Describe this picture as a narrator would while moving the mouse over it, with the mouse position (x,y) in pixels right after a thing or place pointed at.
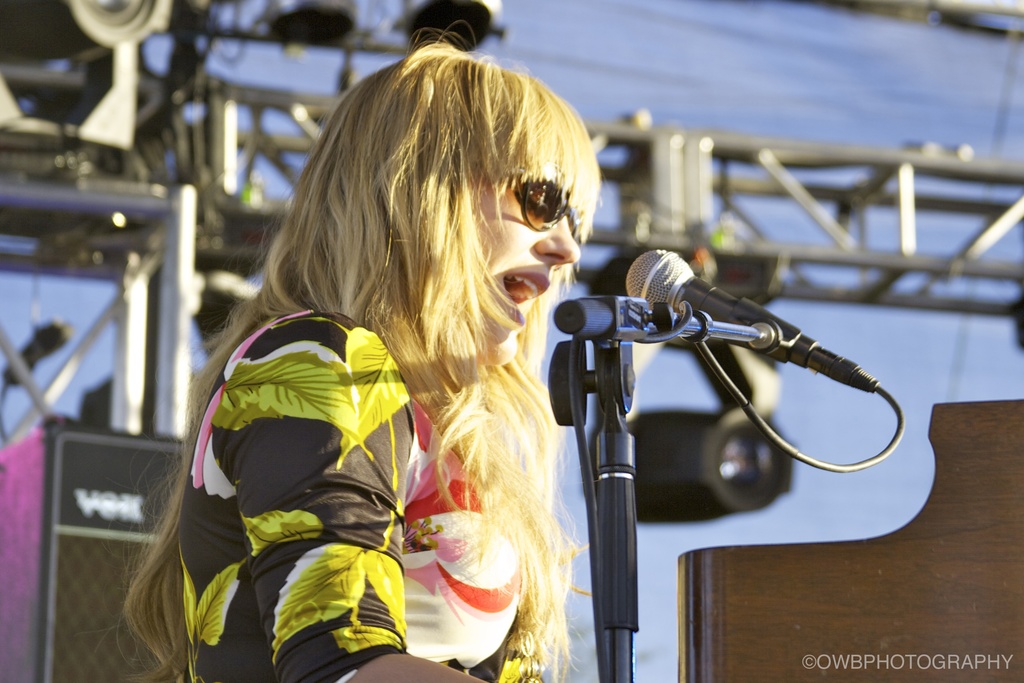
In this image I can see a person (424,568) standing in front of the microphone (838,375). The person (448,440) is wearing black and green color dress (359,487), background (925,269) I can see few poles (918,252) and few lights (60,44).
